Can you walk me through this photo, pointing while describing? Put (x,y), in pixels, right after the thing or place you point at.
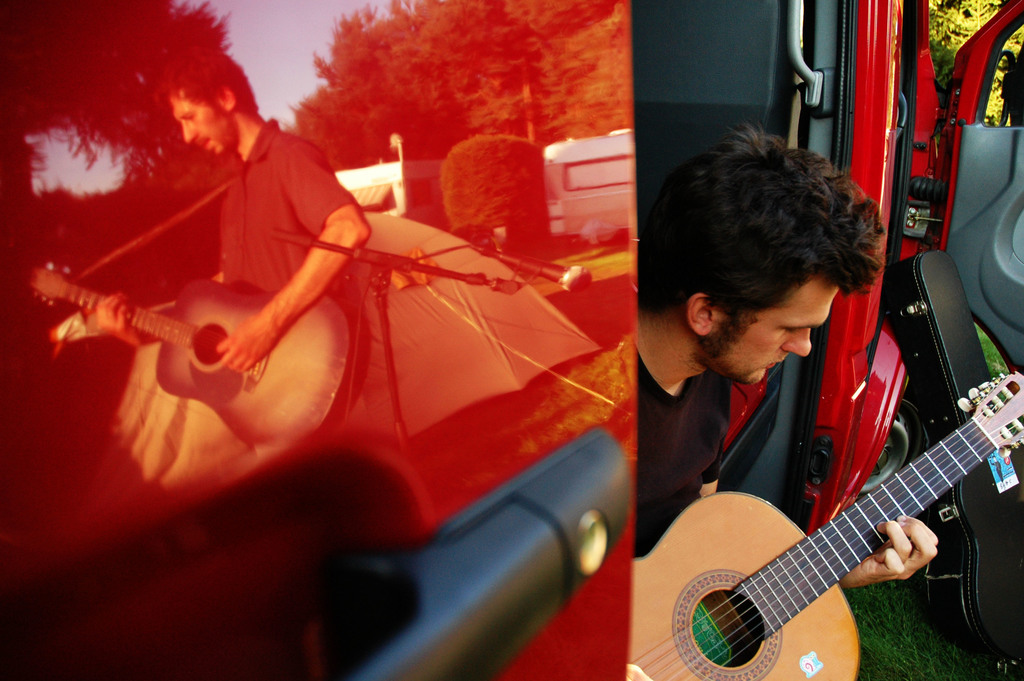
In this picture a guy (762,335) playing a guitar (699,568) is sitting inside a red car (885,154) and to opposite of him another guy (250,162) is playing a guitar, he's shadow (304,304) is on the red color car door (285,299).
